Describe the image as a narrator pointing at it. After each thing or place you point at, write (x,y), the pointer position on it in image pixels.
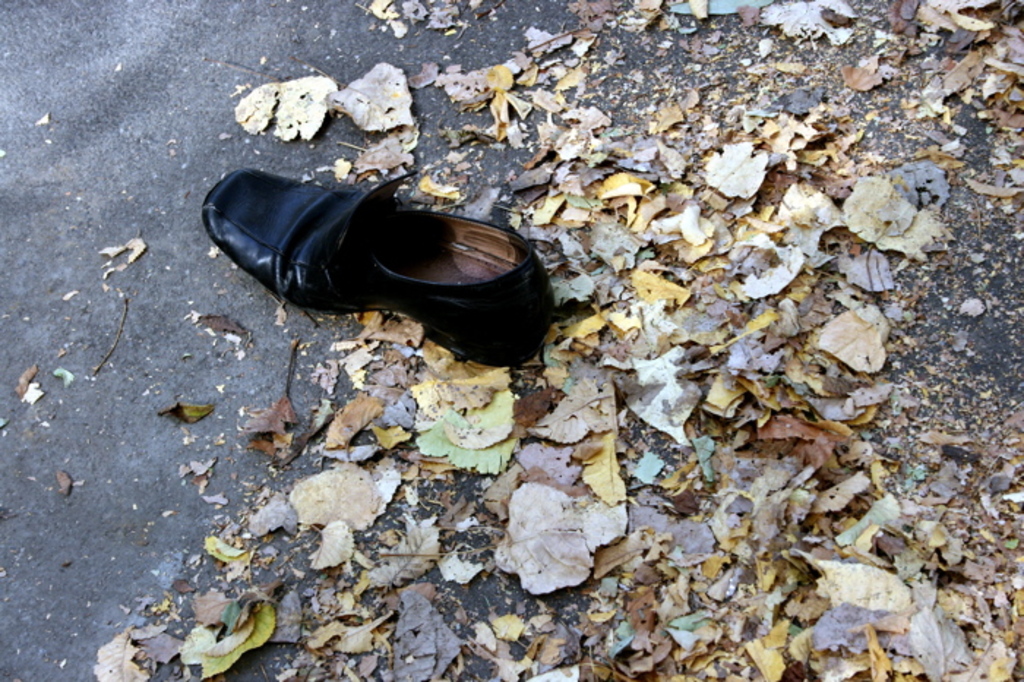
In this image, we can see a black shoe (413,305) on the road (50,309). Here we can see dry leaves (780,189).
